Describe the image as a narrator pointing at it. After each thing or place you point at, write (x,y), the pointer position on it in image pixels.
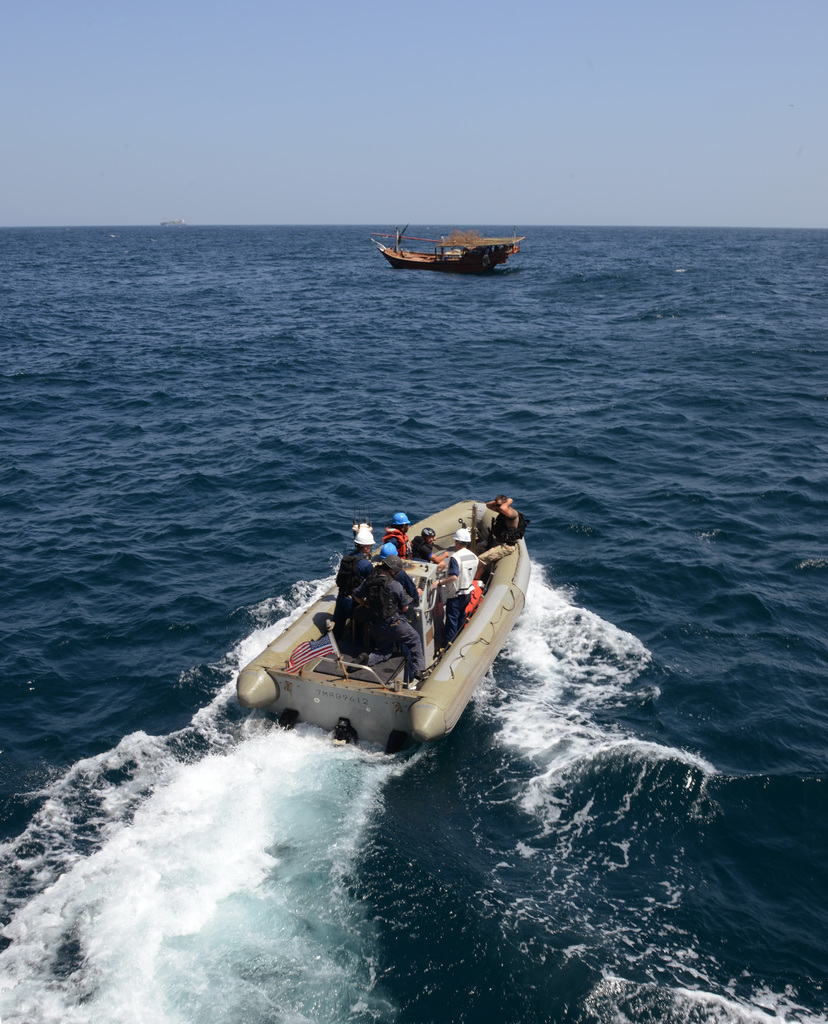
In this image there are two boats (346,664) on a sea (480,414), on one boat (429,522) there are people (407,588), in the background (279,135) there is the sky (499,110).
